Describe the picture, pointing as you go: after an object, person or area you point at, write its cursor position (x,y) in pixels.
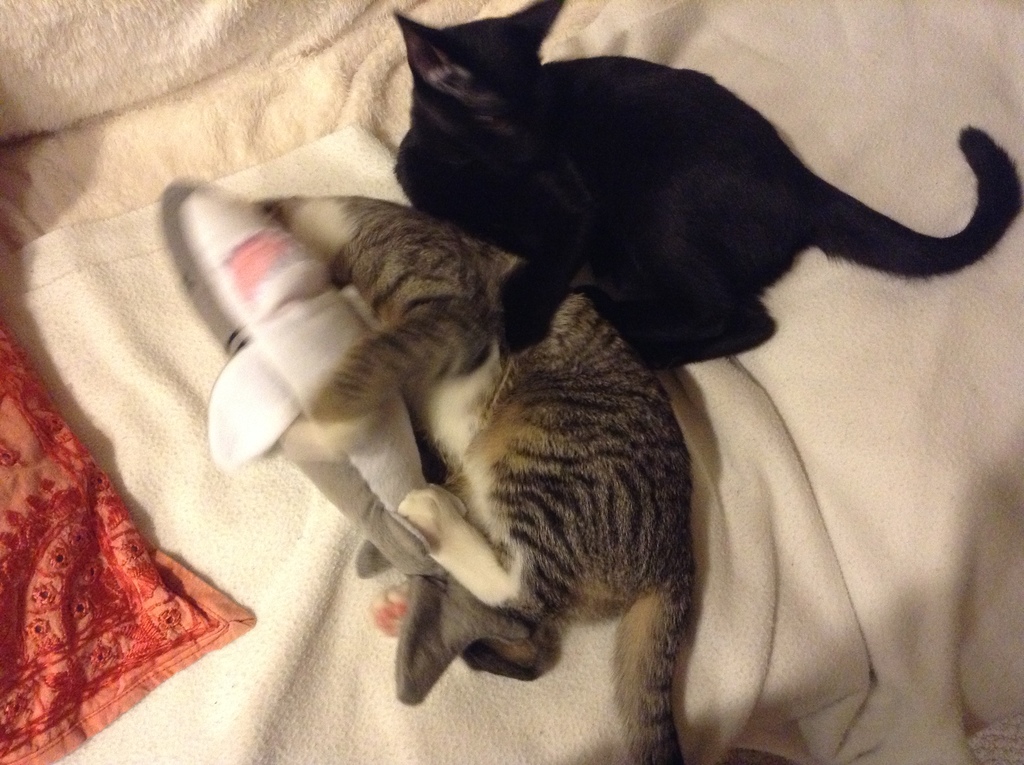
In the image there is a black cat (579,201) and grey cat (416,301) playing on bed (555,748) with blanket (516,762) and a dolphin toy (330,483) on the left side (234,276).
